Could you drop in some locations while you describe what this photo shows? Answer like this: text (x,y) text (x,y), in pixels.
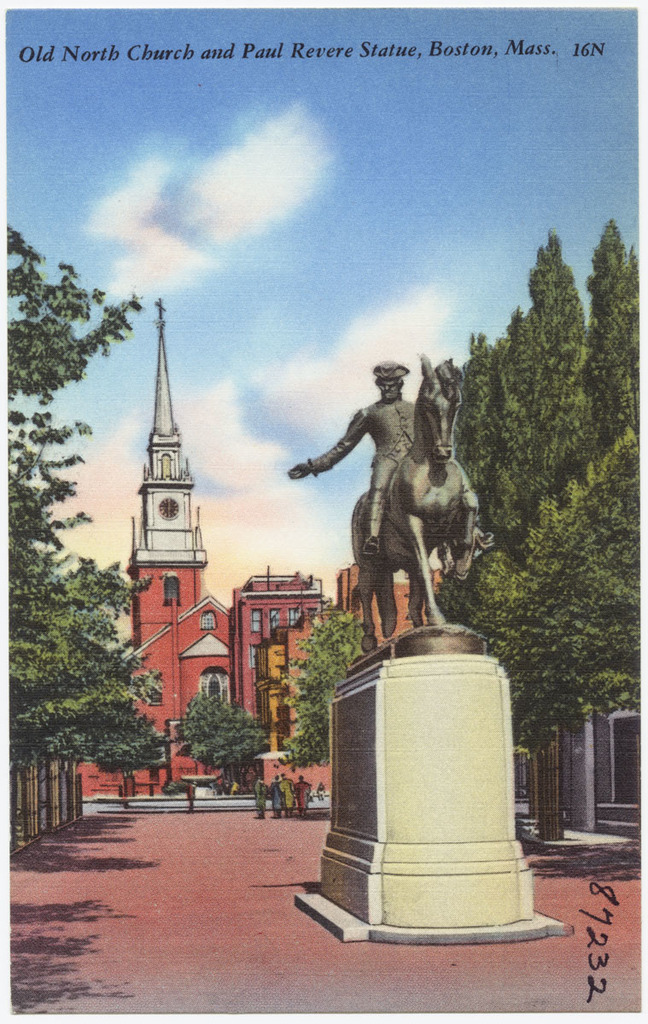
In the image we can see there is a cartoon painting poster (345,655) of a human statue (400,448) sitting on the horse statue (439,504). Behind there are trees (76,594) on both the sides and there is a church (195,657). There are people (273,809) standing on the ground (286,830) and there is a cloudy sky (300,237).
